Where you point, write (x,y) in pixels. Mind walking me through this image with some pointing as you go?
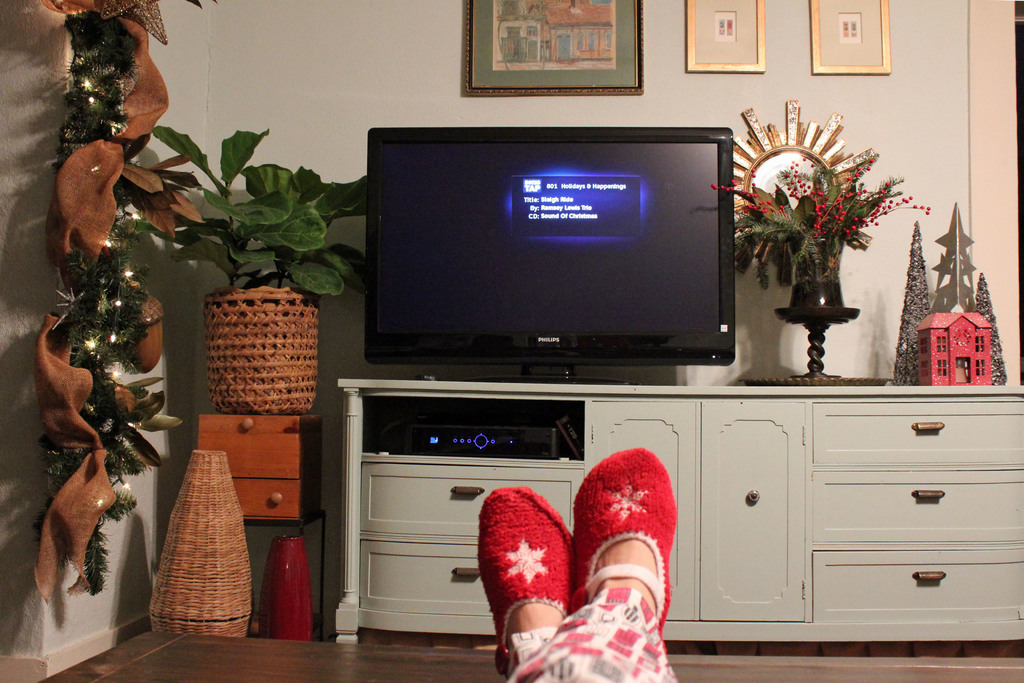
This is a television (547,338), which is placed on the television stand (619,422). This looks like a DVD player (505,451). These are the drawers (848,485). I can see a flower vase (819,281) and a toy (928,366) are placed on the table (849,390). These are the photo frames (617,27), which are attached to the wall (771,77). This looks like a houseplant (280,218). I think these are the flower vases (229,572), which are placed on the floor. I can see a person's feet (546,616) with shoes (602,547).
